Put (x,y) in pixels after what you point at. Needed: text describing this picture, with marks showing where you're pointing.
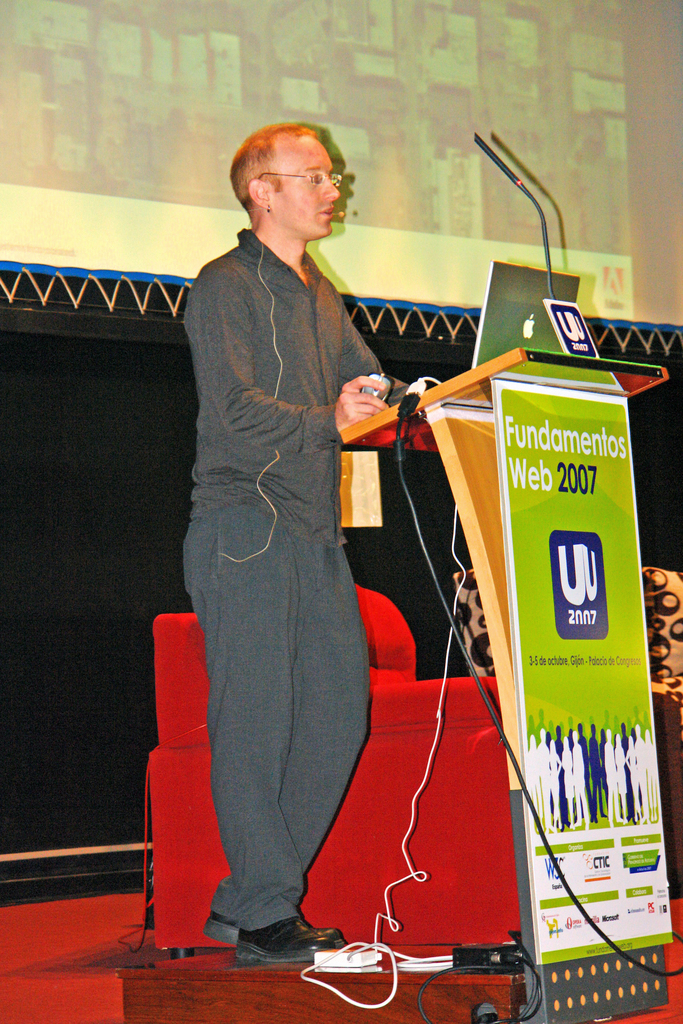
There is a man (337,195) standing and wore spectacle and holding a mouse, in front of this man (319,376) we can see microphone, cable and board (555,312) on podium (469,372) and we can see board (541,653) attached on podium (514,671). Beside this man (350,683) we can see chairs (386,701). Background (87,251) we can see wall (73,548) and screen (93,260).
